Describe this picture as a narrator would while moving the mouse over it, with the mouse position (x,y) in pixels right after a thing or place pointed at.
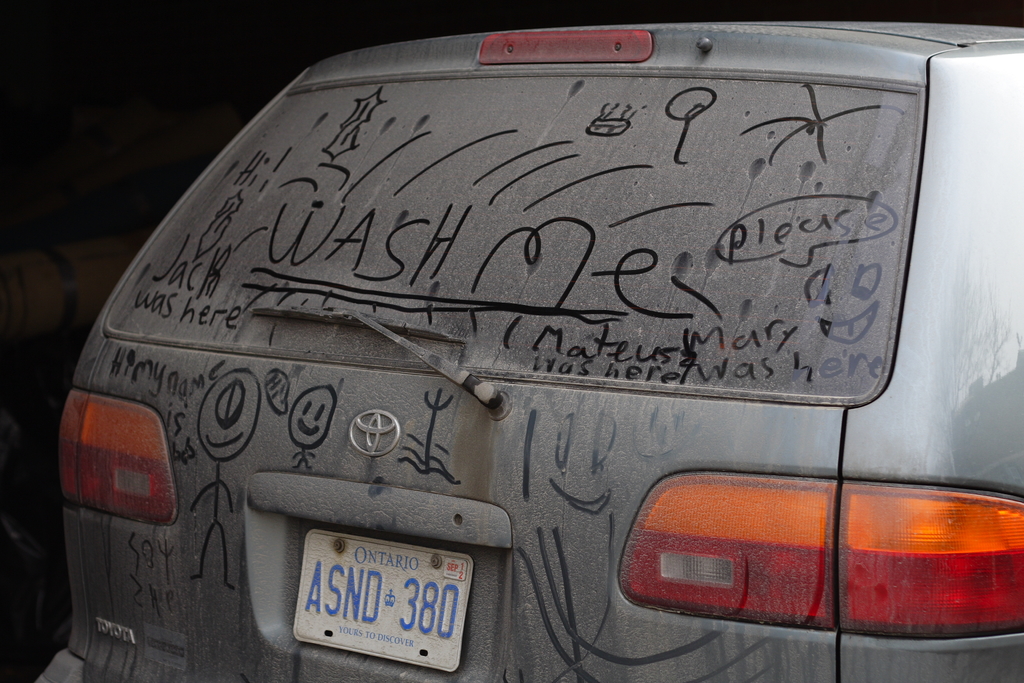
In this image there is a vehicle (388,476) truncated towards the bottom of the image (382,605), there is a vehicle registration plate (429,589), there is text (371,597) and number (416,600) on the registration plate (402,601), the background of the image (131,118) is dark.
